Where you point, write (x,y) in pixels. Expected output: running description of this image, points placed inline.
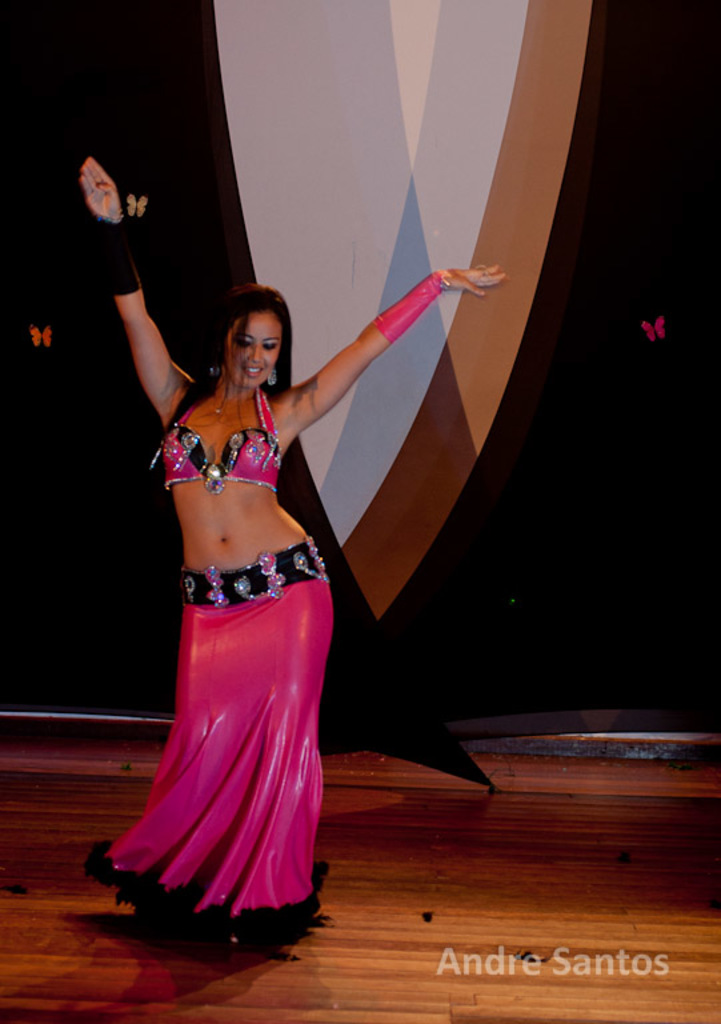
In this image there is a girl (256,596) dancing on a wooden floor (239,956), in the background (654,516) there is a curtain (468,665), in the bottom right (576,964) there is some text (581,972).
